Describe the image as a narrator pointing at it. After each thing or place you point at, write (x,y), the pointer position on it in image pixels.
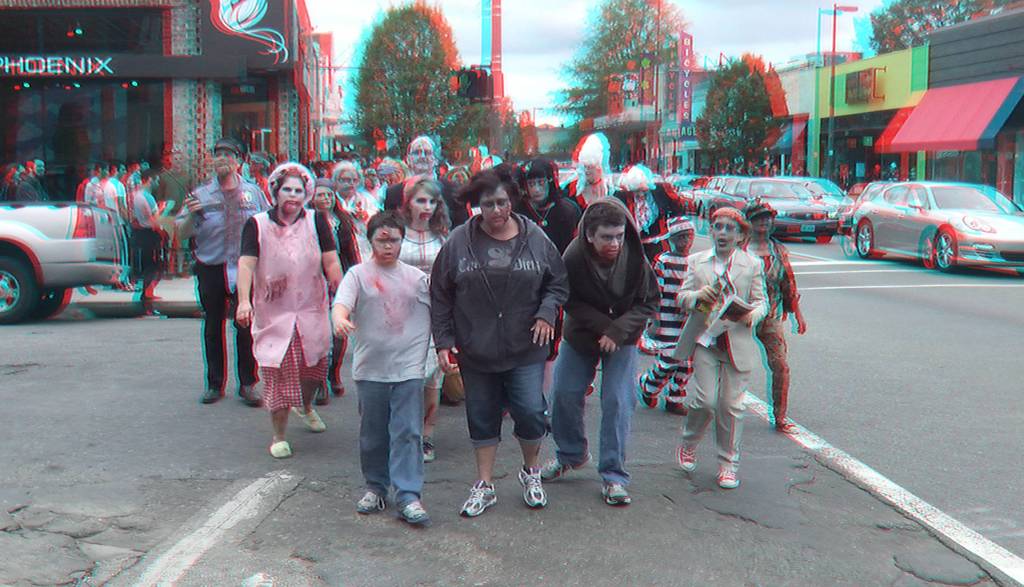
In the picture I can see group of people (356,287) walking on the road (635,444), I can see vehicles (10,245) parked on the road (956,272), I can see trees (362,65), traffic signal poles (487,90), buildings (59,105) and the sky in the background (10,101).
